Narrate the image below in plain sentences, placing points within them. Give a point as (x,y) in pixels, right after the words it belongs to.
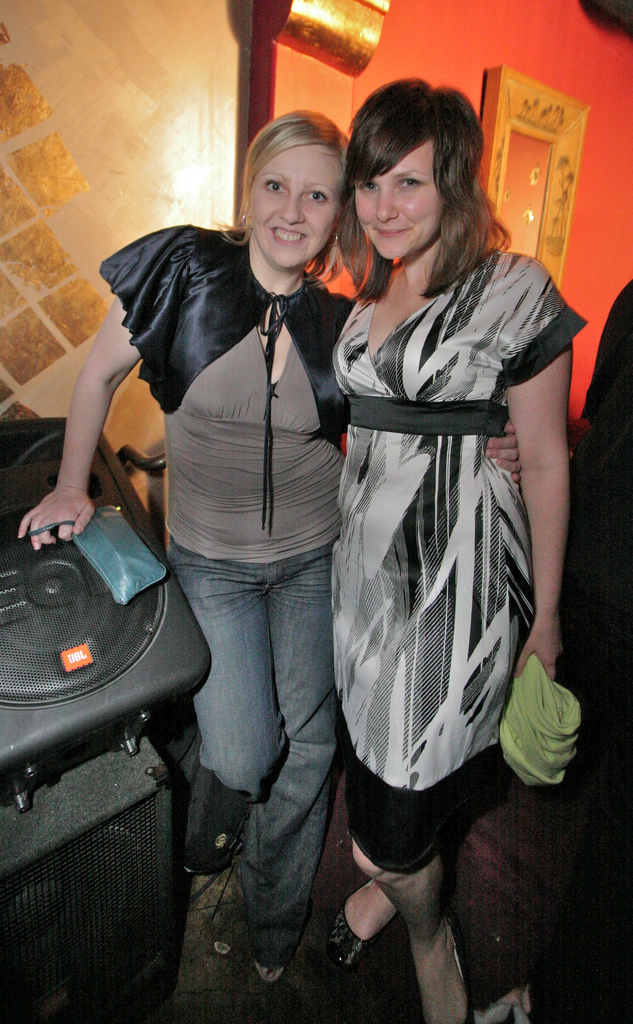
In the middle of the image (394,496) two women (394,135) are standing and smiling and holding something. Behind them there is wall (22,198).
